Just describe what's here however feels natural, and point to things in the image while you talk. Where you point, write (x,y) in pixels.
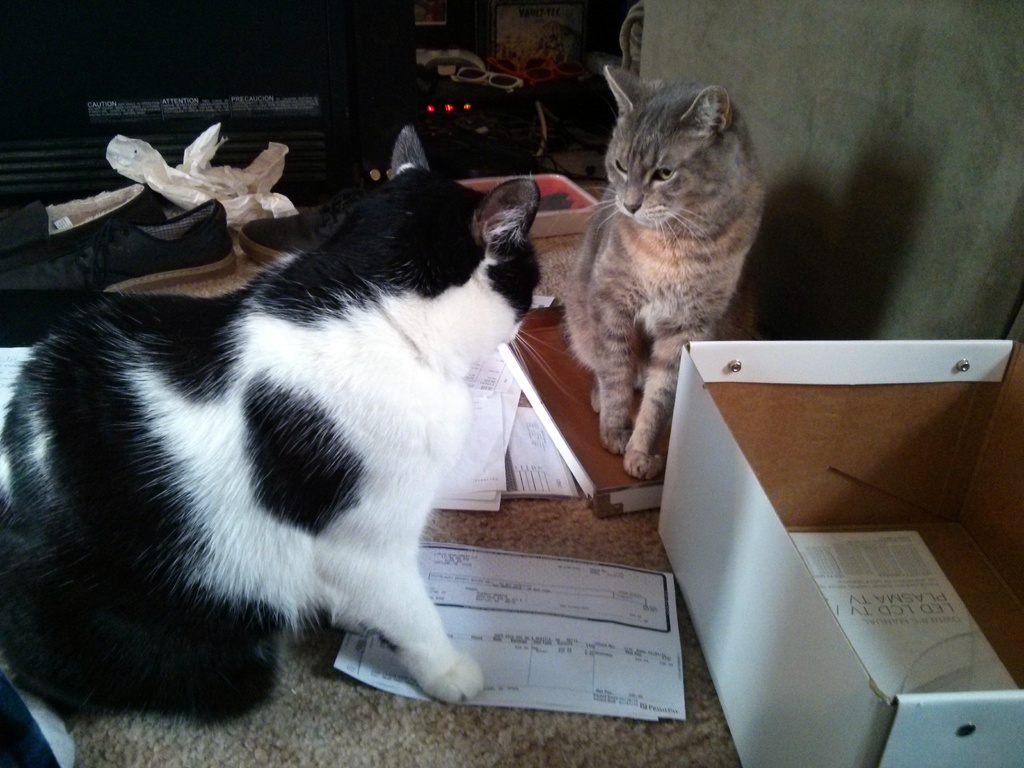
In this picture we can see a paper (968,671) in a box (843,749). We can see a cat (386,597) standing on a paper (660,667). There is another cat (660,170) standing on a brown object (600,448). We can see a few papers (462,495), covers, goggles (515,78) and a device (339,156) in the background (58,199).
